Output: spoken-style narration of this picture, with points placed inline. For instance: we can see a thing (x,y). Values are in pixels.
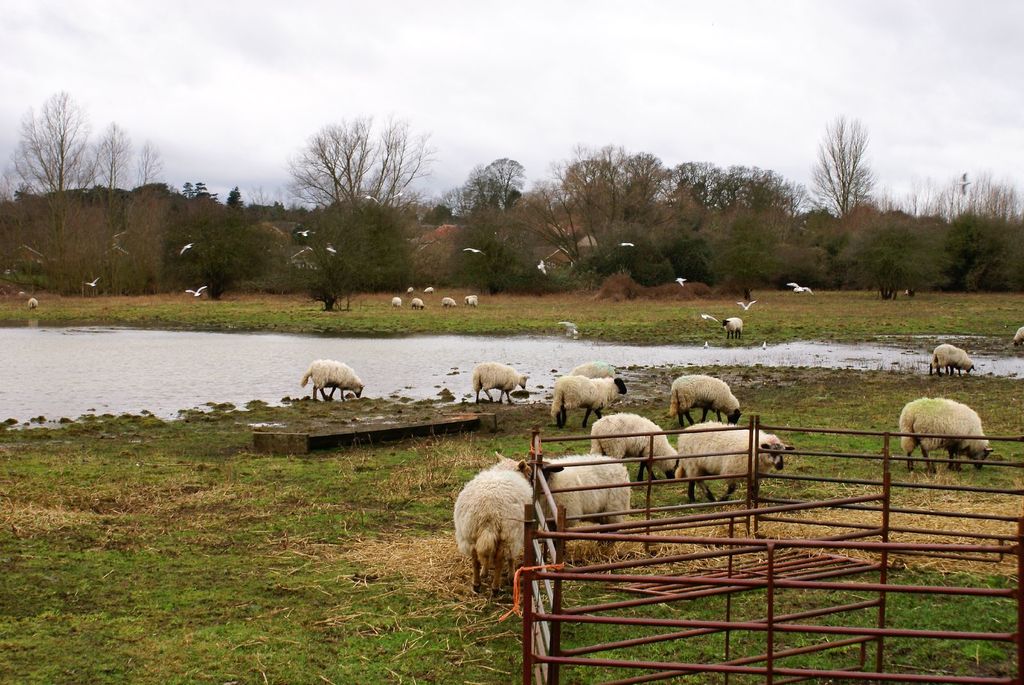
In this image we can see sheep (697,438) on the ground (382,527). In the background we can see water (43,368), sheep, trees (872,255), sky (694,60) and clouds (539,20). At the bottom right corner (896,589) we can see fencing (669,560).
